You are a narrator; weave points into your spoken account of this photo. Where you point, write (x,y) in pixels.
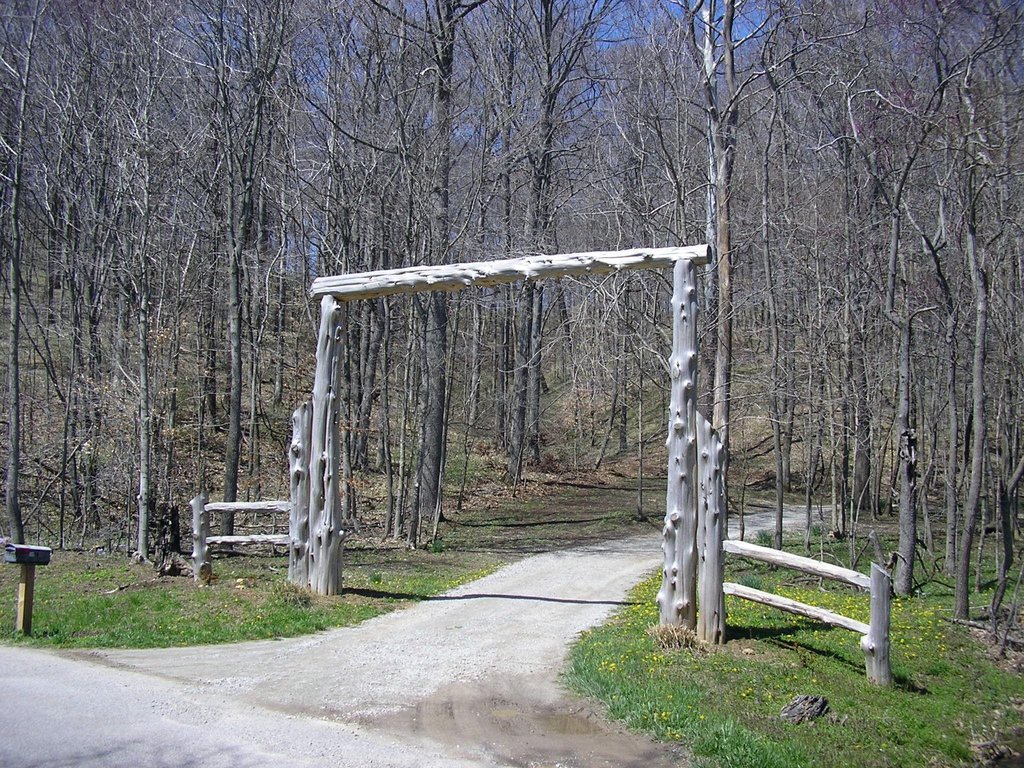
In this image, we can see so many bare trees (994,243). Here we can see wooden arch (674,499) with railing (850,628). At the bottom (880,741), we can see few grasses (643,684), flowers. Left side of the image (22,599), we can see a pole (25,582) with box (29,558). Here there is a road (362,727) we can see.
